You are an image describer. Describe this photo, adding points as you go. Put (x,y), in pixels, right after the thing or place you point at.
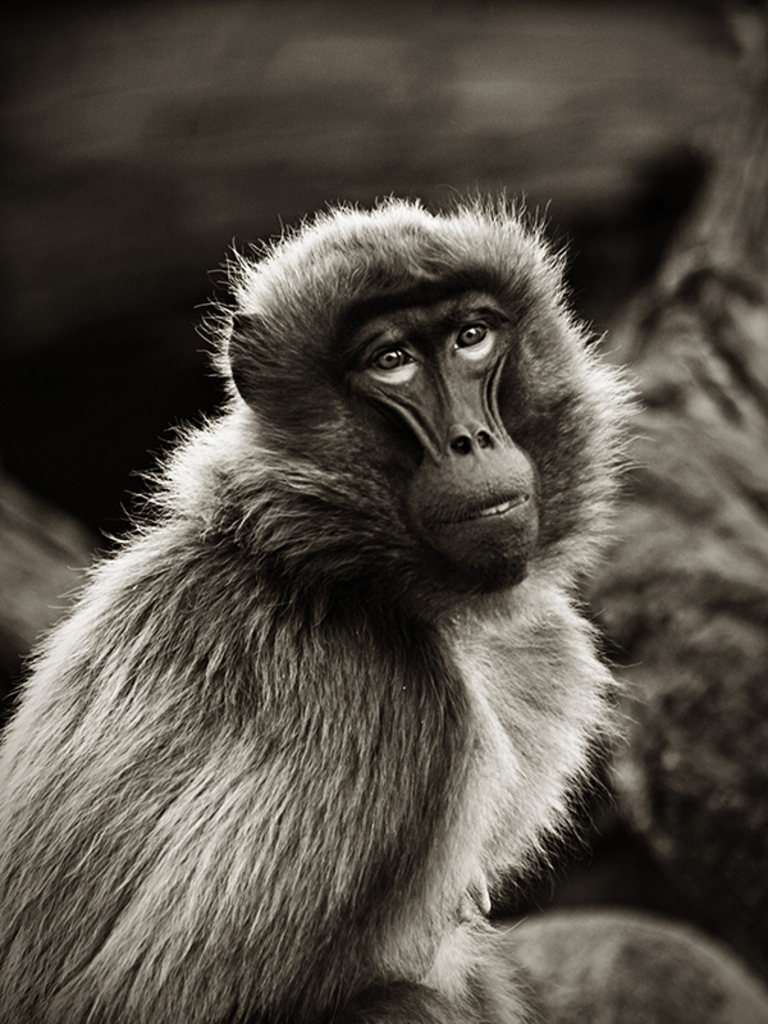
This is a black and white image. In this image, in the middle (461,444), we can see an animal (519,396). In the background (475,183), we can see black color.
